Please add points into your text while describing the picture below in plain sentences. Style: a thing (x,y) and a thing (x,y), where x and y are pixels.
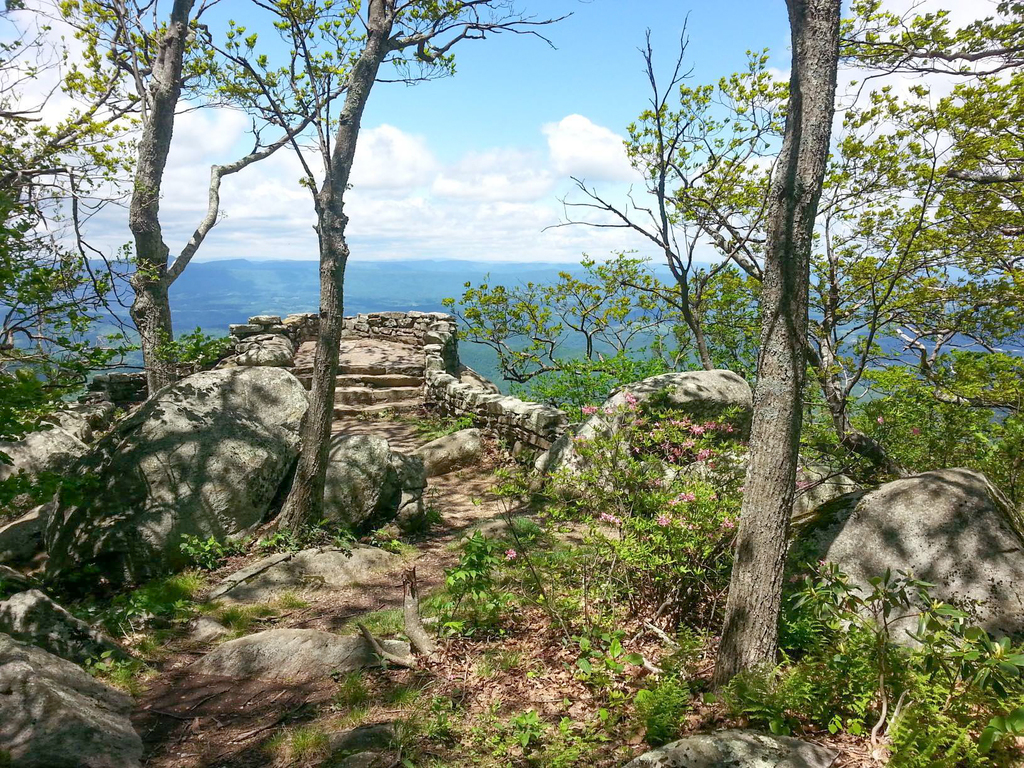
In this picture I can see a number of trees (2,283), few rocks (152,399) and the steps (340,383) in front (333,325). In the background (102,269) I see the mountains (269,290) and the sky (474,136).
